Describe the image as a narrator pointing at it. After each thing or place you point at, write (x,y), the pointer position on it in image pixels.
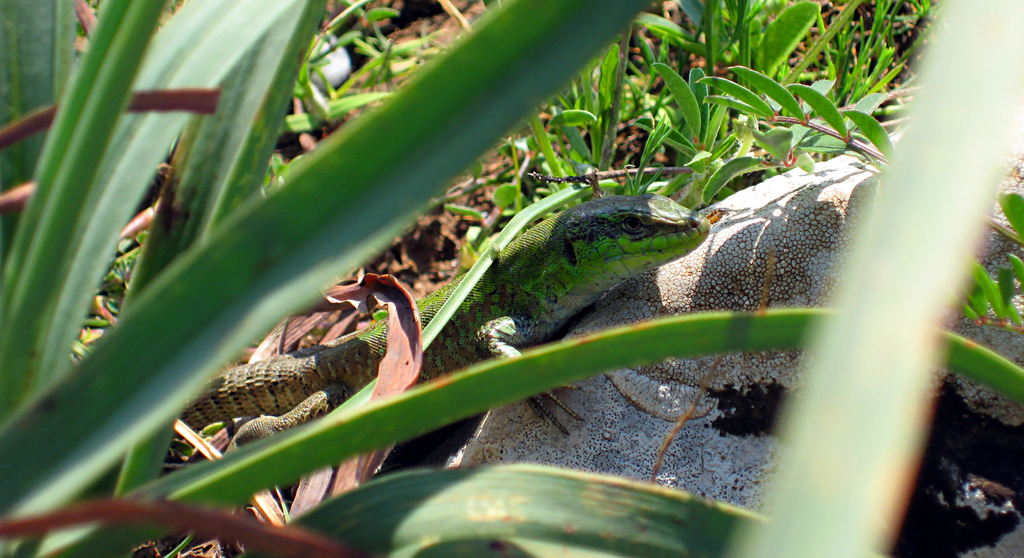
In the center of the image (505,306) we can see a reptile (277,407). On the right (803,271) there is a rock (675,457) and we can see the grass (227,181).
